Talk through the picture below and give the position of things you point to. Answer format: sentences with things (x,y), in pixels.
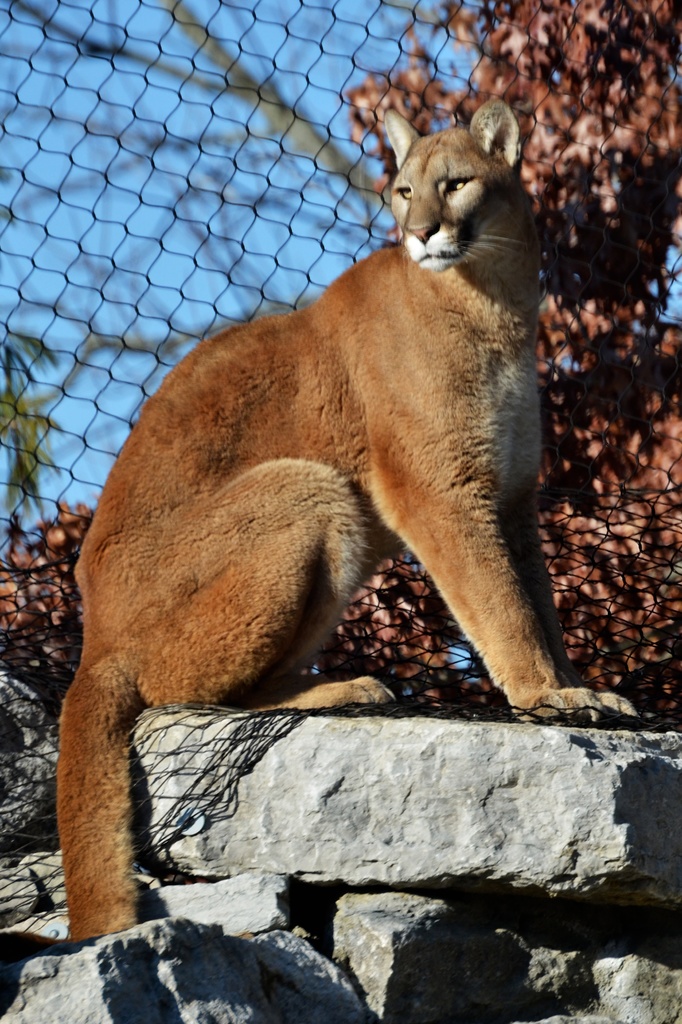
In this image we can see there is a cougar (316,418) on the rocks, behind that there is a net fence (307,166) and trees (620,442).
